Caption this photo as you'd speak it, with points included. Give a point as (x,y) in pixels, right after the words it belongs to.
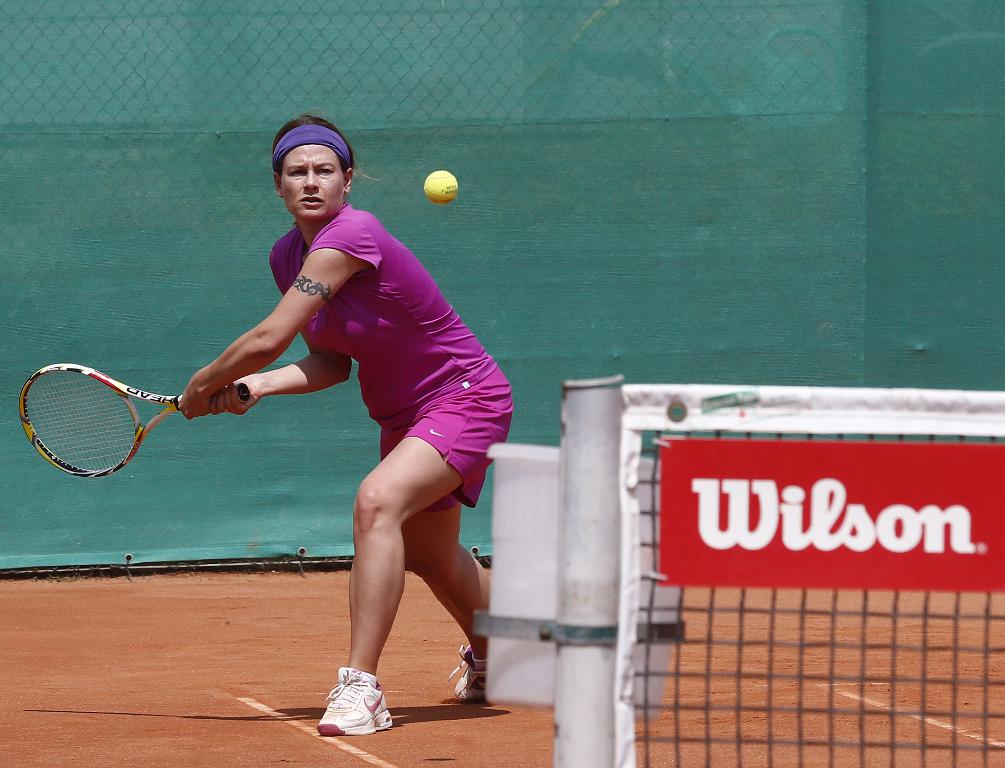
This picture shows a woman (185,408) holding a tennis racket (135,387) in her hand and we see a ball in the air and we see a green cloth (589,160) on the back (716,132). She wore a pink color dress (339,305) and band (338,150) to her head (312,153) and we see a net (769,731) and a board (881,570) with some text (701,490) hanging to the net (634,473).
